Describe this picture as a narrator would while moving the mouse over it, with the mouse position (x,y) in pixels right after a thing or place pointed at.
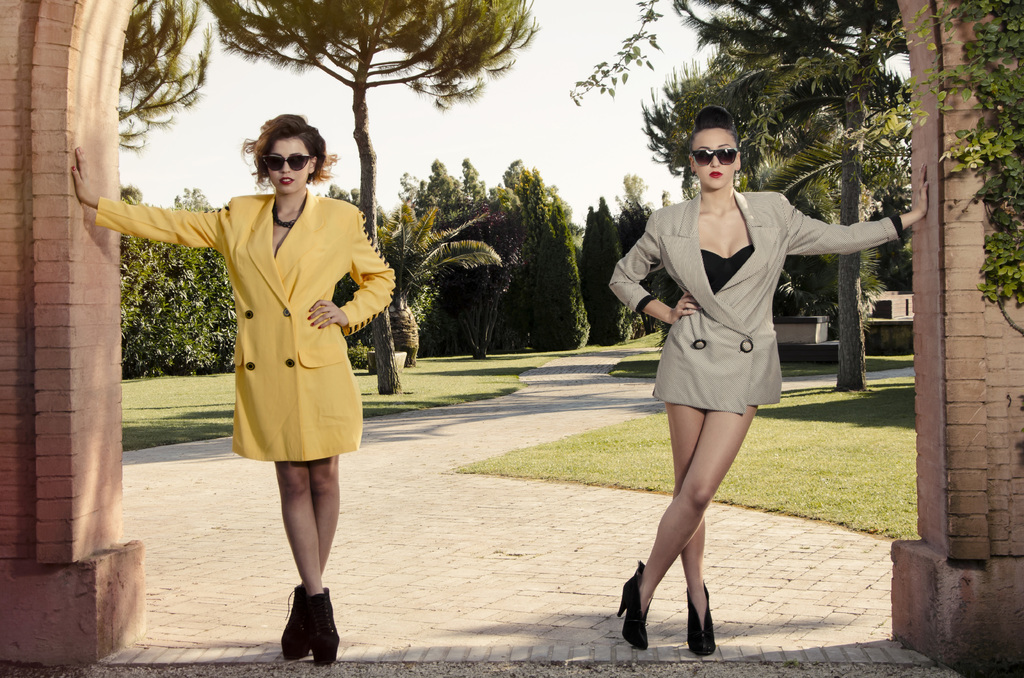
In this image two ladies (307,274) are standing near to the pillars (118,312). They are wearing goggles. In the back (451,406) there is a road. On the ground (467,380) there is grass (569,449). Also there are trees (458,204). In the background (447,117) there is sky (270,94).
